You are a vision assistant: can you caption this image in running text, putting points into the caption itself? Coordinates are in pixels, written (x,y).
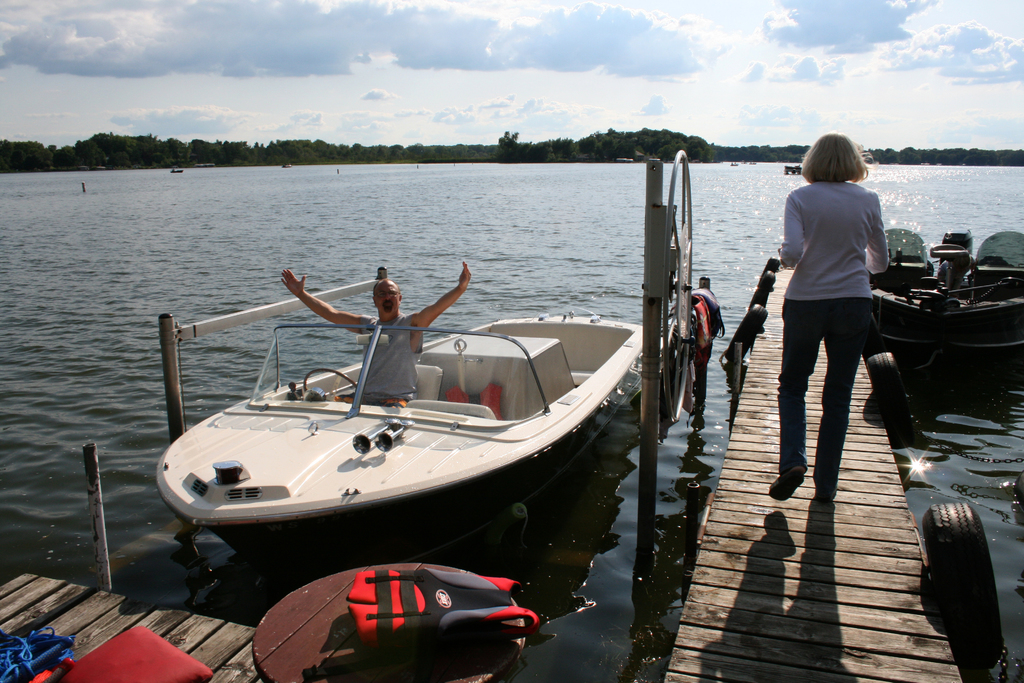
There is one person (399,374) in a boat (385,447) as we can see in the middle of this image (368,383), and there is one woman (791,268) walking on a small bridge (813,378) on the right side of this image (832,418). There is a surface of water (497,258) and trees (487,147) in the background (603,187). The sky (552,90) is at the top of this image (472,58).
